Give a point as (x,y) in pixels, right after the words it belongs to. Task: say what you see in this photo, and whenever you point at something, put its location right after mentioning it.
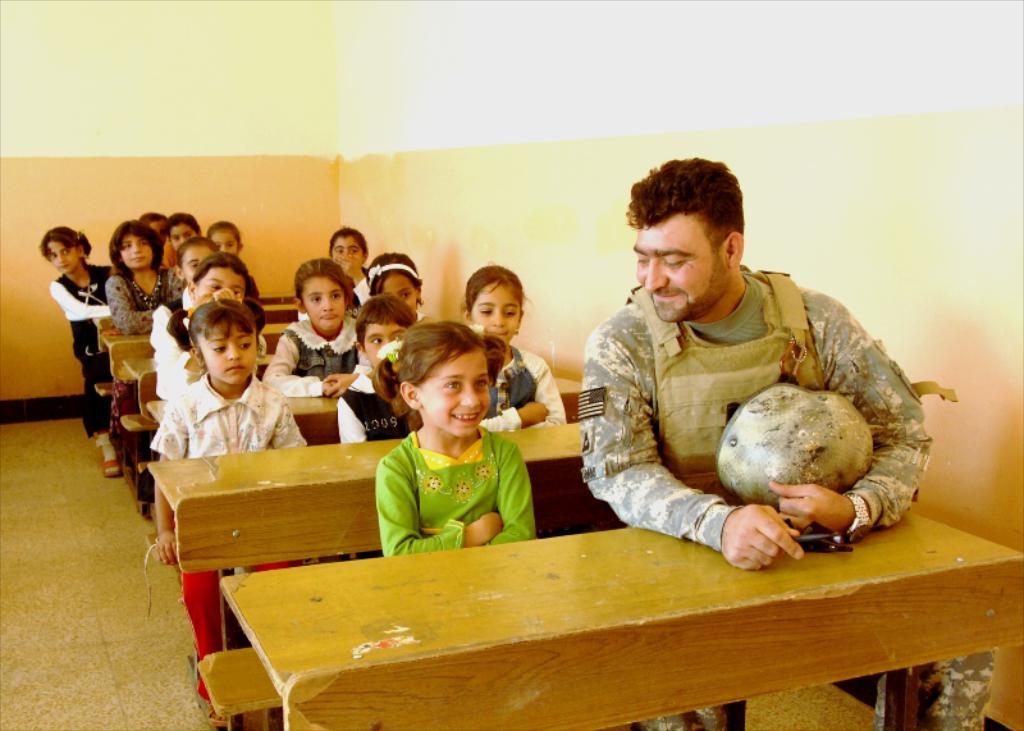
In this image there are group of children (508,269) sitting on the bench (351,486). And in the front (753,549) a man (583,479) is sitting. The background walls (459,69) are yellow and orange in color. This image is taken inside a school room (358,462).
